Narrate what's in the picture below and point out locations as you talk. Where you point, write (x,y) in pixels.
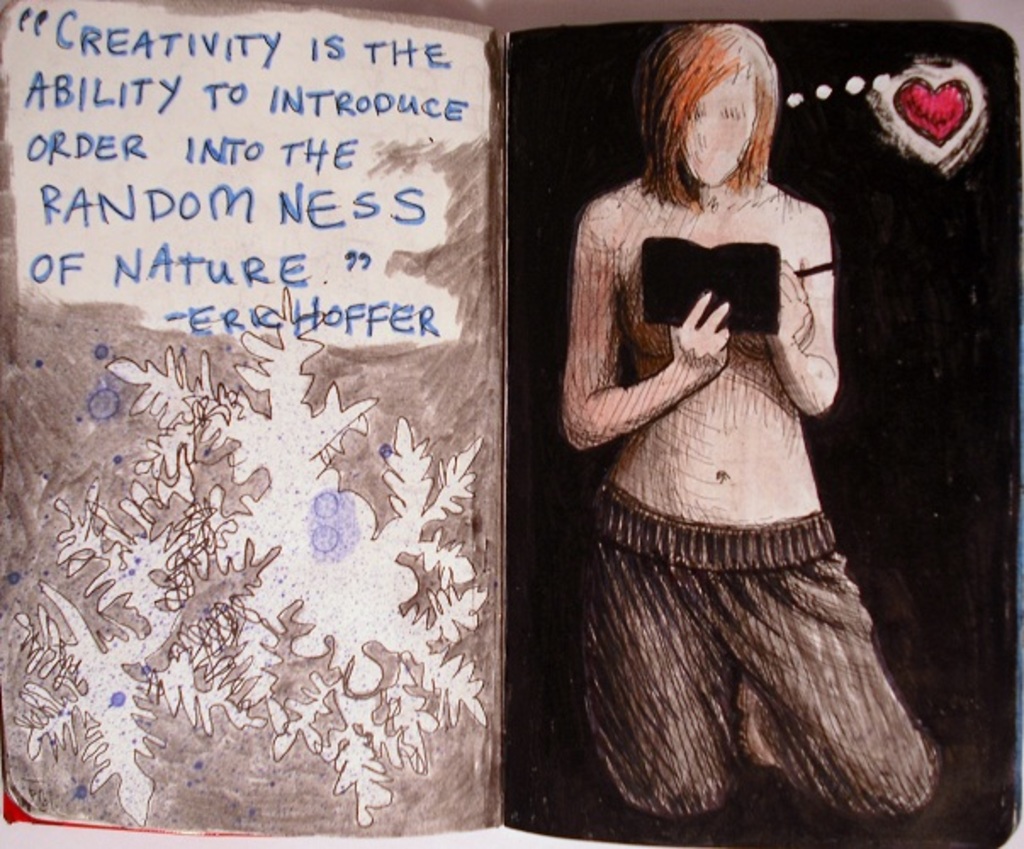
In this image there is a book (246,286) and we can see text (245,281) and there is a picture (660,507) of a woman (660,371) holding a book (721,295). We can see some art (275,569).
